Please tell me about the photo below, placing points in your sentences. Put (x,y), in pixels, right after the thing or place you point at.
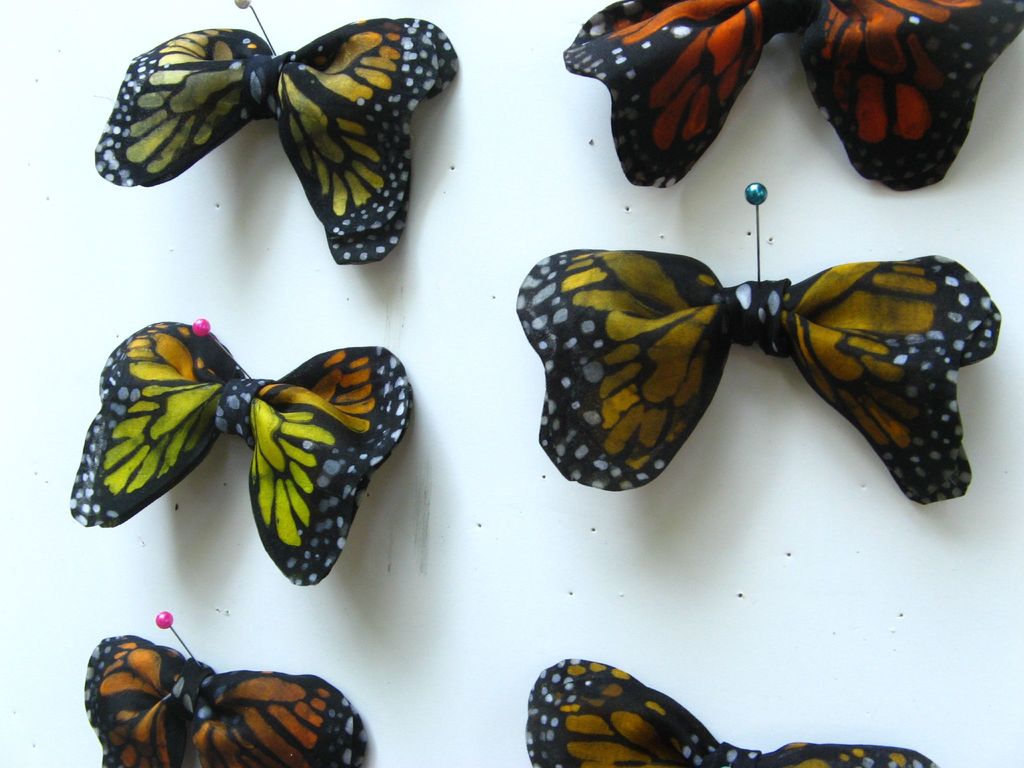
Here we can see butterflies (729,760) with ribbons (616,114) on a white platform (513,601).
